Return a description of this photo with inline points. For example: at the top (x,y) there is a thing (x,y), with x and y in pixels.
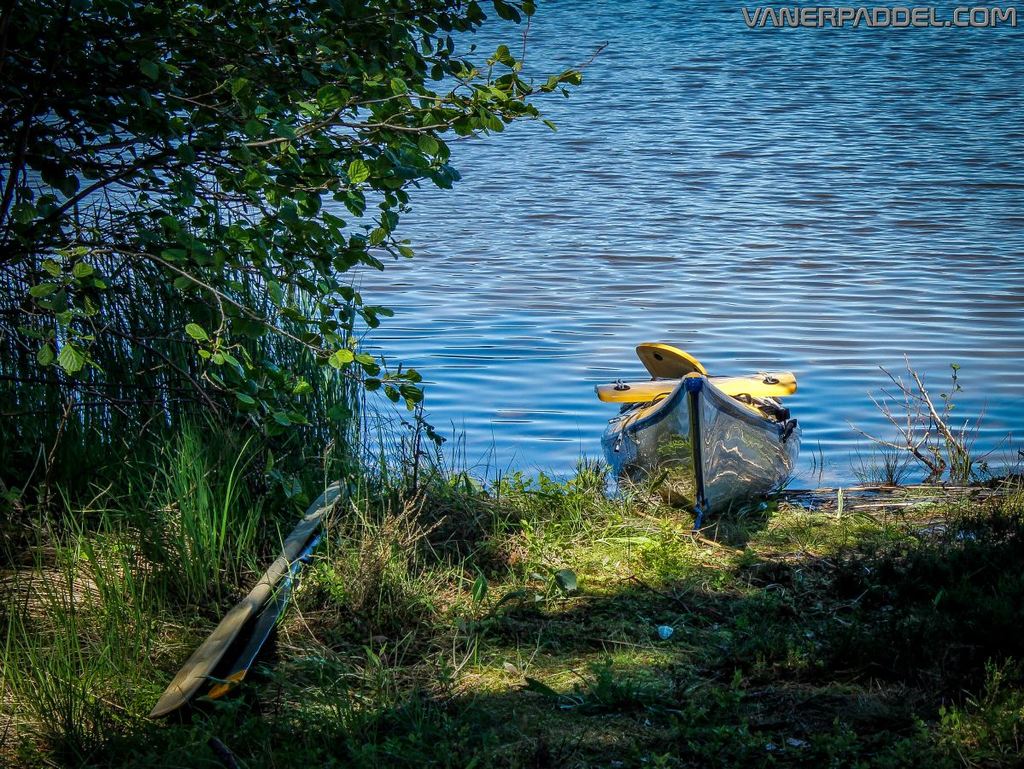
This picture is clicked outside. In the foreground (330,710) we can see there are some objects (268,625) placed on the ground (499,633) and we can see the boat (715,505) and green grass (592,602), plants (0,381) and trees (330,115). In the background (899,86) there is a water body (786,153) and we can see the text (869,19) on the image.
